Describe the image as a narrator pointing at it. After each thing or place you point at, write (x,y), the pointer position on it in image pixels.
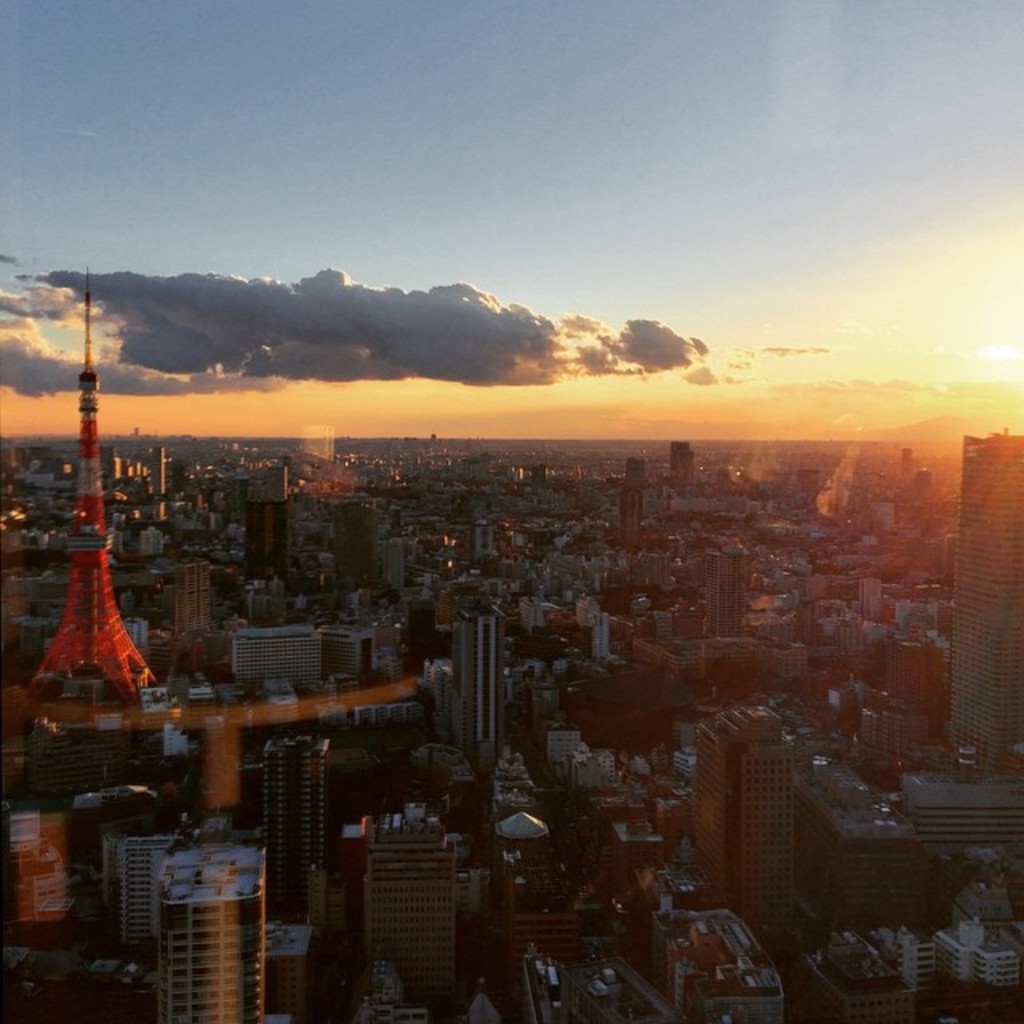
In this picture we can see the top view of a city (463,521) with buildings (500,735), trees (405,762), houses (361,591) & a tower (97,611). At the top (831,231) we can see clouds (111,305), sun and blue sky (378,221).
